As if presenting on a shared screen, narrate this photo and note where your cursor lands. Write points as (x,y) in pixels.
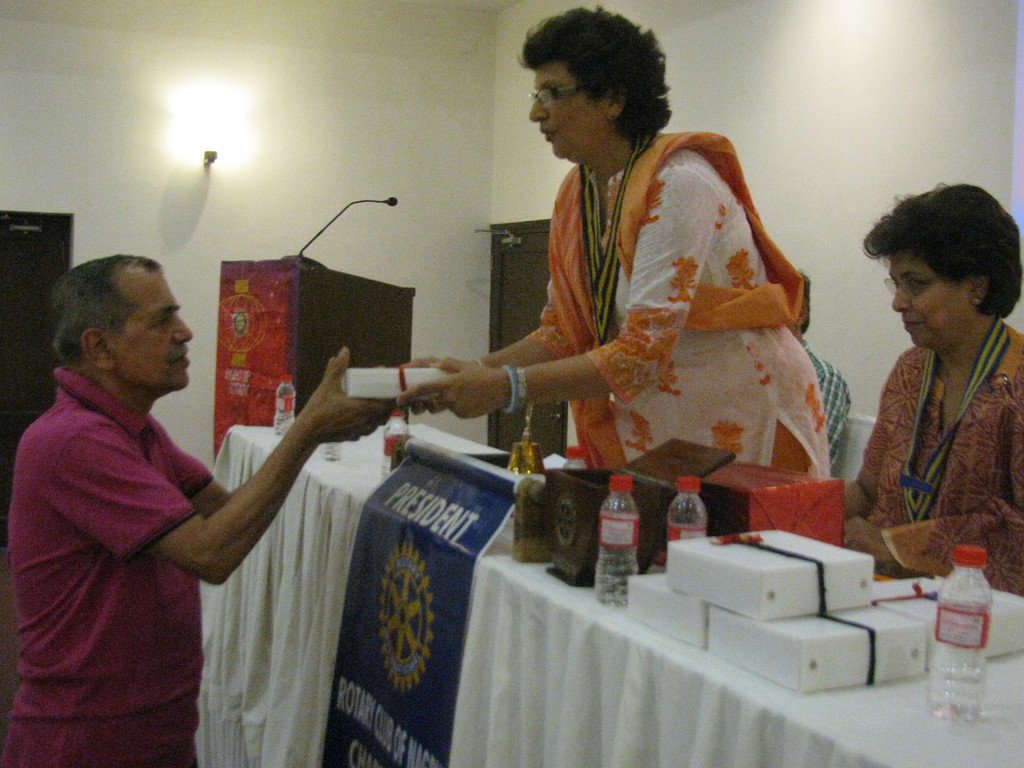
In this image there is a woman (634,330) on the right side (725,332) who is giving the box (381,394) to the man (134,438) who is standing in front of her. There is a table (569,607) in front of her. On the table (639,644) there are boxes (653,513), bottles (619,536), gift boxes (813,524) and a banner (448,533). In the background (322,321) there is a podium (306,308) on which there is a mic (336,218). In the middle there is a light (212,128) attached to the wall (250,93). There are two other people (838,382) sitting beside the table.
